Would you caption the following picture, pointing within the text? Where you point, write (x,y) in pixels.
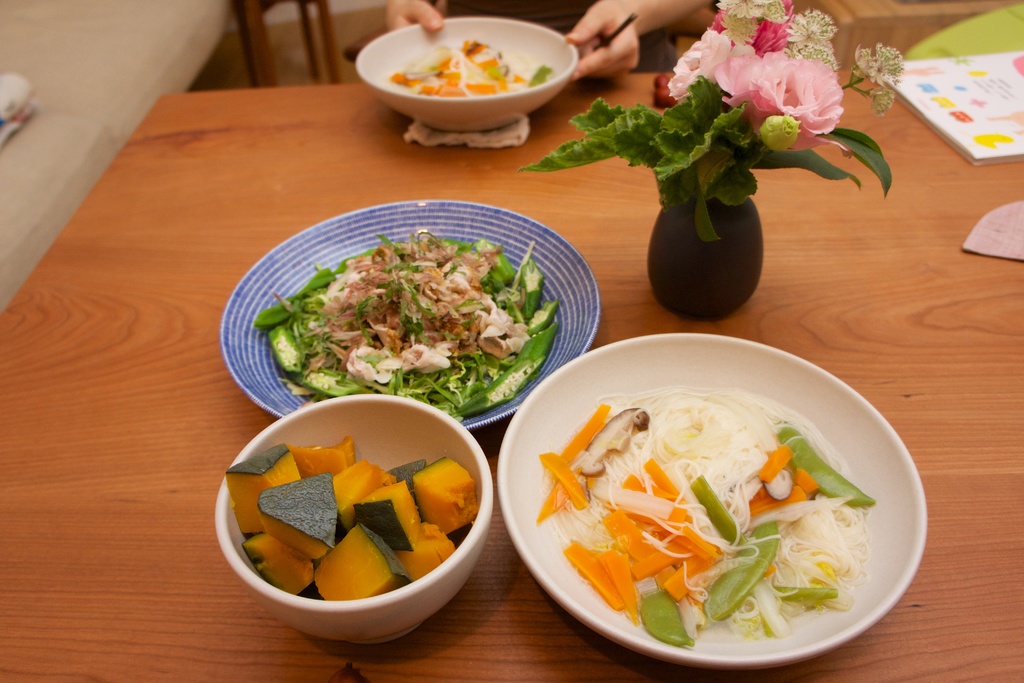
In this image I can see the plates (533,488) and bowls (321,440) with food (655,580). I can see these plates (527,463) and bowls (369,425) are in white and blue color and the food (613,488) is colorful. To the side I can see the flower vase (694,204) and book (929,111). These are on the brown color surface (118,465). To the side I can see the person (544,23) holding the bowl (529,26). To the left (51,206) I can see the couch (70,92).
